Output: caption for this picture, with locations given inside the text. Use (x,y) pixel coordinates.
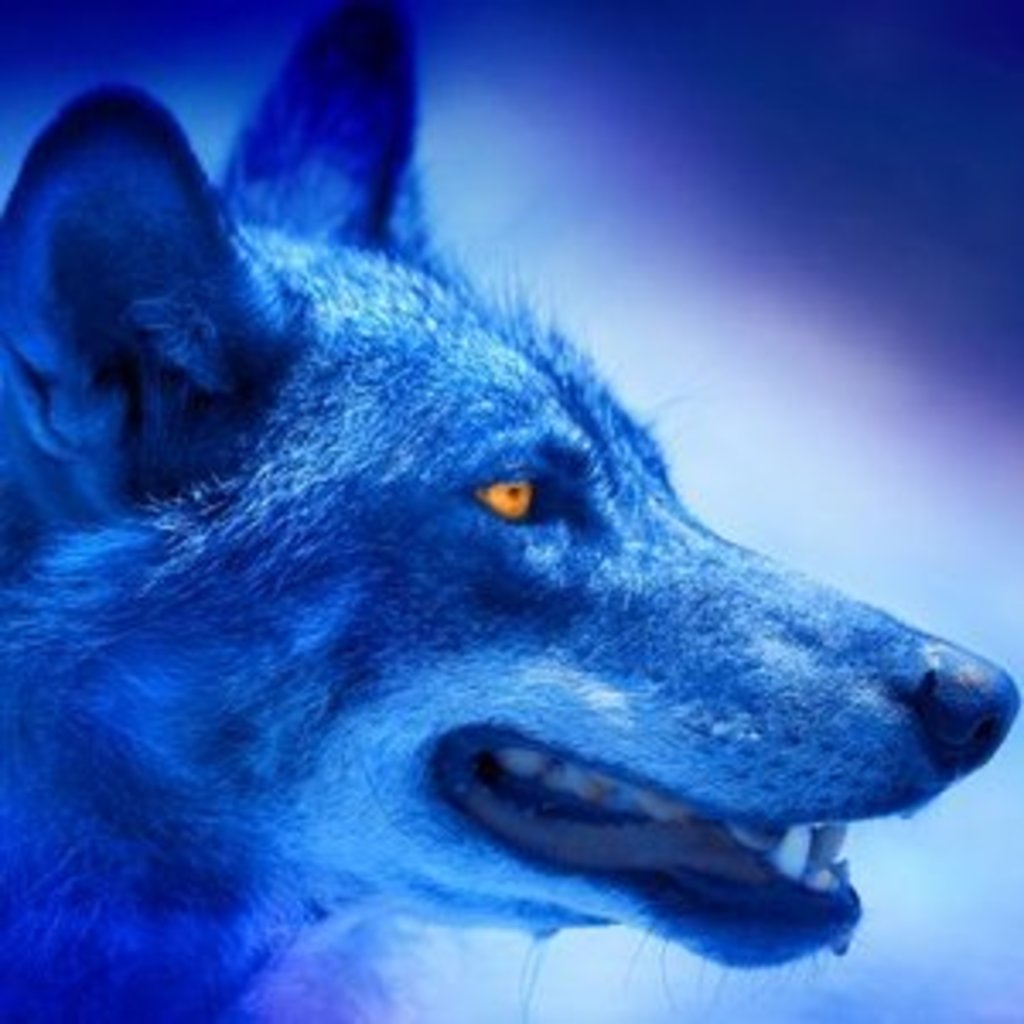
In the picture we can see a side view of a dog face (540,730) with blue color light shade (536,494) on it.
